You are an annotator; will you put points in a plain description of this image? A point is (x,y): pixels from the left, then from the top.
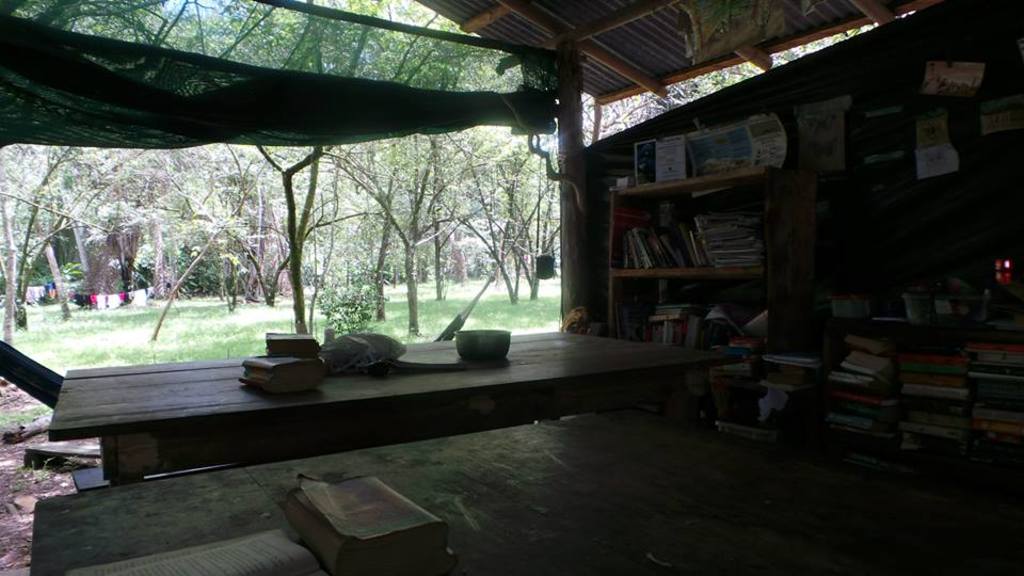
This image is taken in outdoors. In this image there is a table (260,422), a net (235,83). In the middle of the image (446,357) there is a table (530,367) and there were few things (335,368) on it. In the left side of the image (16,477) there is a ground (15,490) with grass (110,346). In the right side of the image (737,273) there is a shelves (741,286) in which books (745,342) were placed. At the top of the image (608,35) there is a roof (608,35). At the background (418,13) there were many trees (202,234) and plants (361,237).
